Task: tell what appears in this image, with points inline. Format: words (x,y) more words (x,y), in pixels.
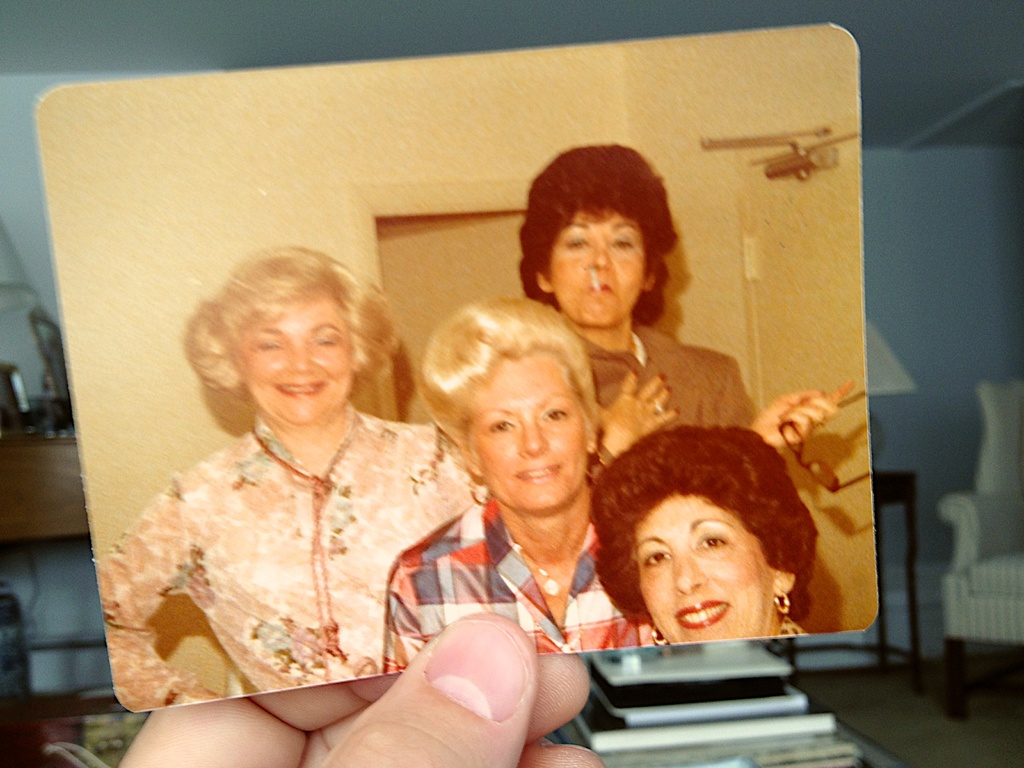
In this image, we can see a hand (511,753) holding a photograph (406,575) contains persons (687,463). There is couch (985,442) in the right side of the image (993,427). There are books (723,688) at the bottom of the image (645,721).
